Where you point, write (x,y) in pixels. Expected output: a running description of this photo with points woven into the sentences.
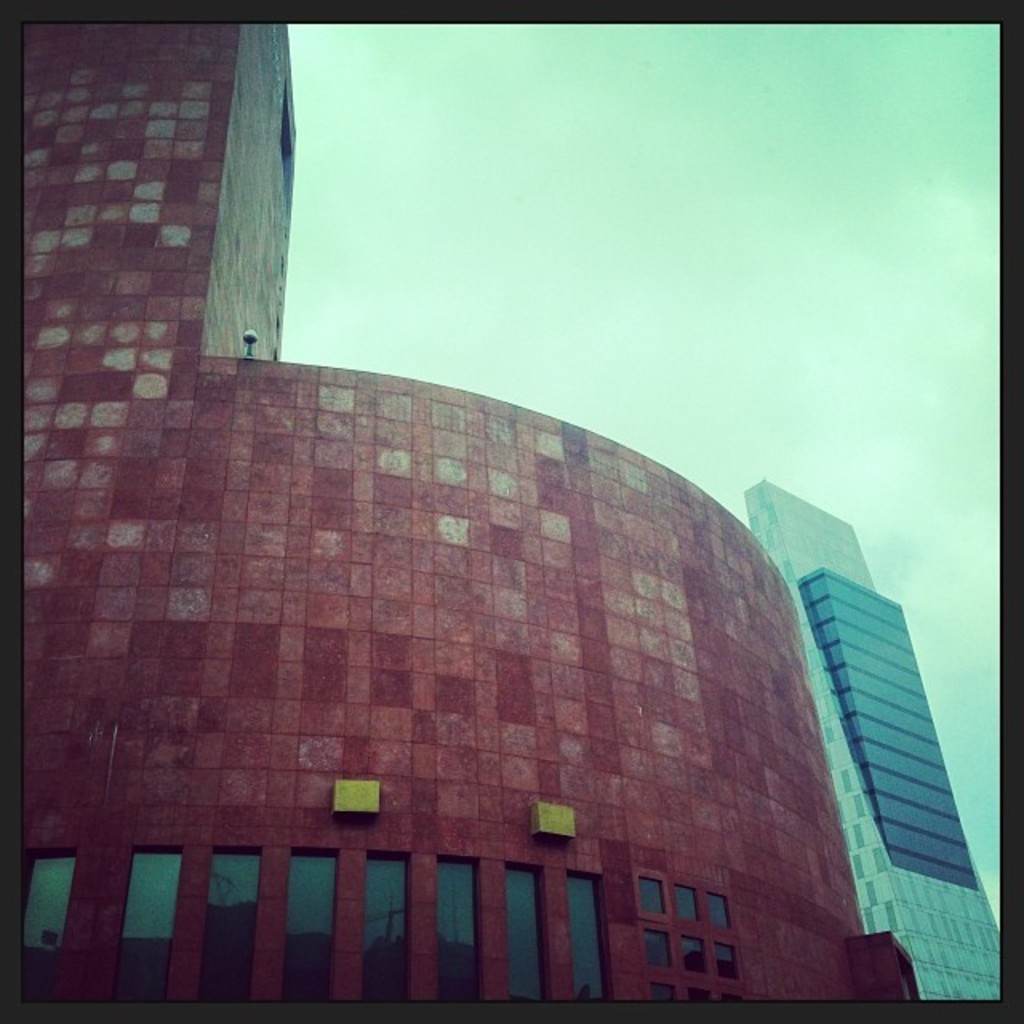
In the center of the image (509,608) we can see buildings (571,633) are there. At the top of the image (659,115) sky (653,259) is there.
